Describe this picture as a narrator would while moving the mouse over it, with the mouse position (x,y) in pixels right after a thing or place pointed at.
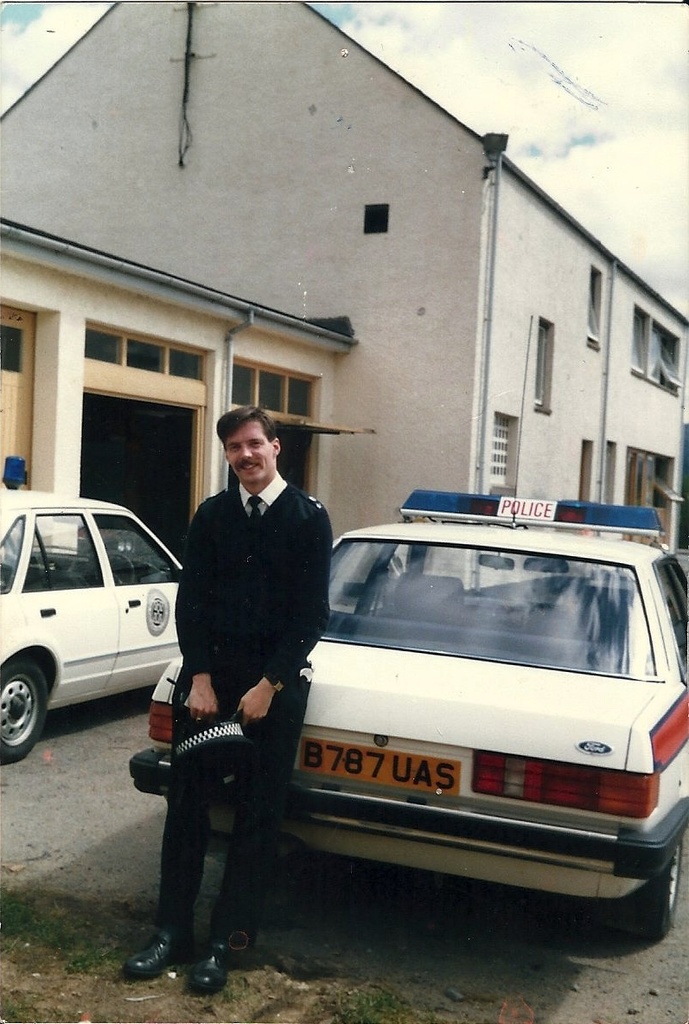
In this image, there are a few vehicles (366,664). We can see a person (233,690) holding an object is standing. We can see the ground (283,968) and some grass (340,1009). We can also see a house (347,223) with some objects (609,312) attached. We can also see the sky (564,168) with clouds (619,208).
